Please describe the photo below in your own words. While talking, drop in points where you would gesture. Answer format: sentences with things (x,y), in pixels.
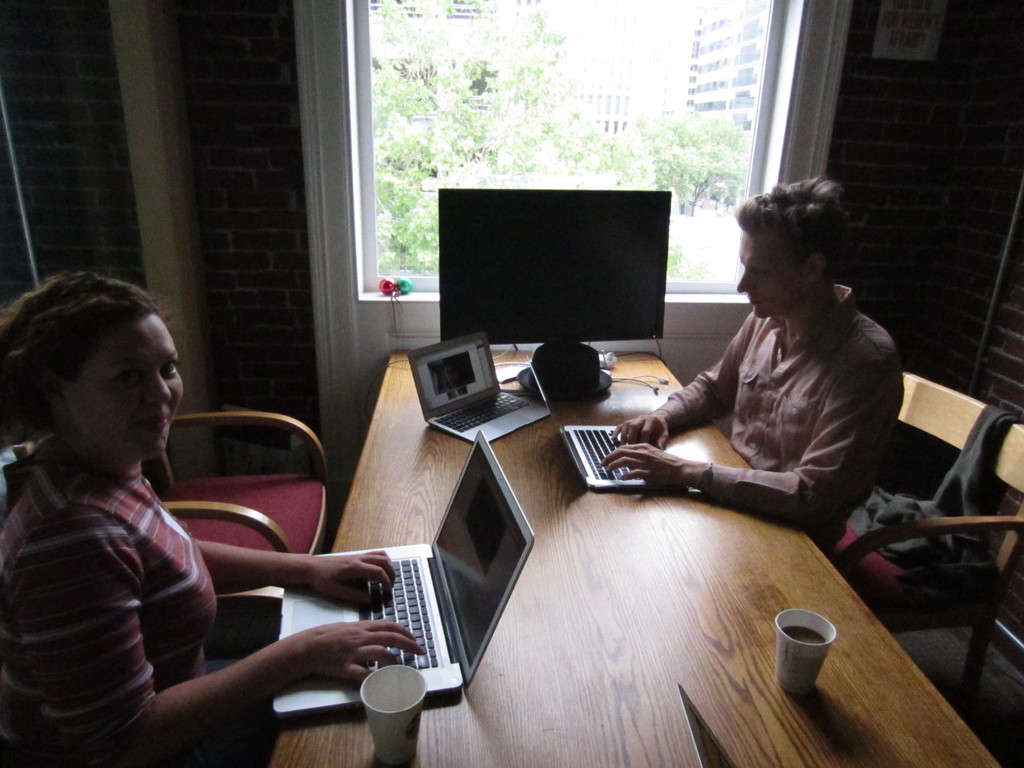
This 2 persons (121,550) are sitting on a chair (258,474). On this table (702,442) there is a monitor (521,339) and laptops (380,604). Outside of this window (413,95) there are buildings (746,12) and trees (529,136).
